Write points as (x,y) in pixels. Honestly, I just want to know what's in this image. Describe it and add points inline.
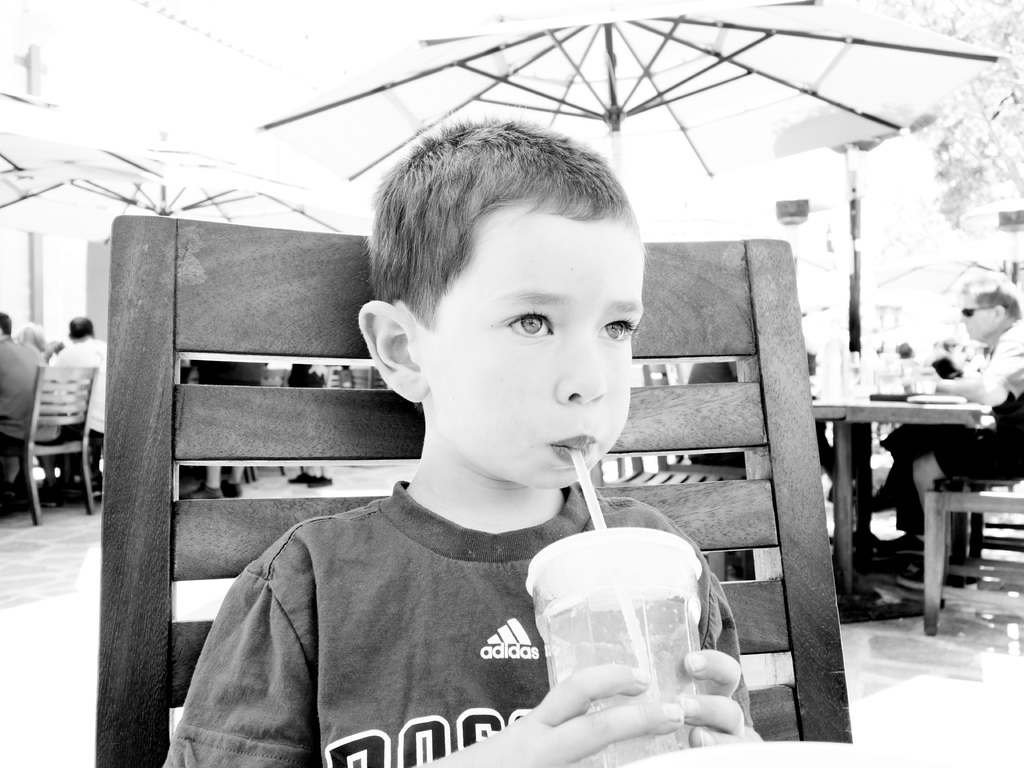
In this image we can see a boy (182,752) sitting on a chair (114,720) and he is drinking a cool drink (615,755). In the background (875,296) we can see a few people (963,386) and a tent (698,99).
